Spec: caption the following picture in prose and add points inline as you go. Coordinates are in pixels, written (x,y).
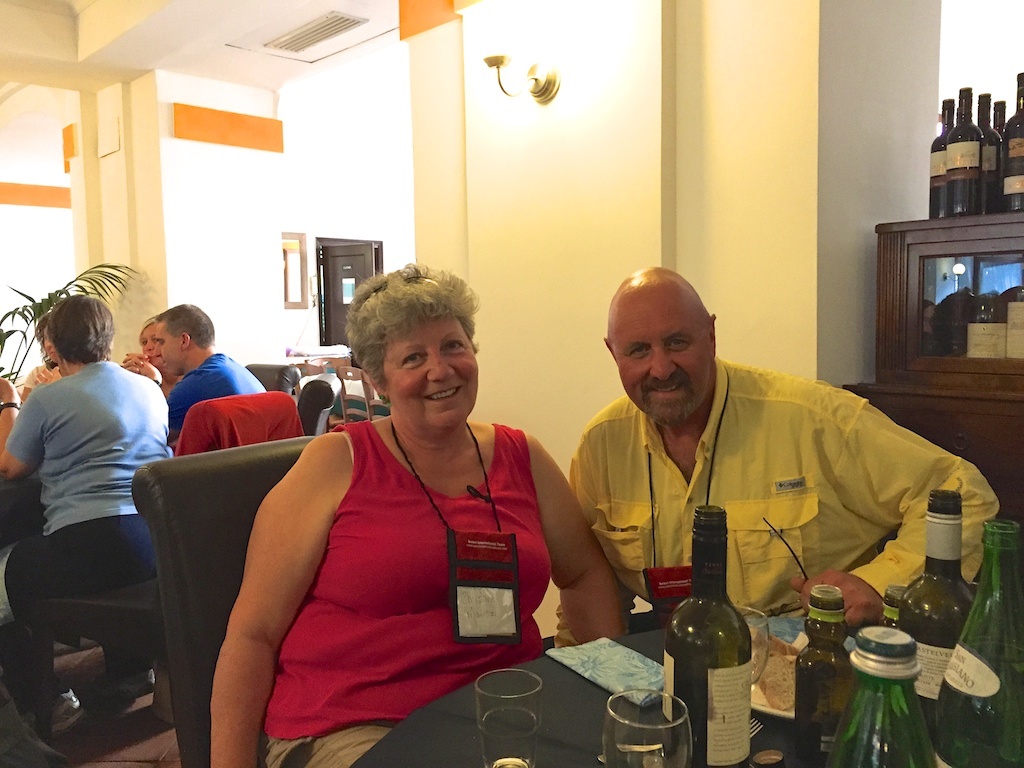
There are two persons (605,471) sitting on a chair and there is a table (756,657) in front of them which has some drinks (831,661) on it and there are group of people (86,323) sitting behind them.
